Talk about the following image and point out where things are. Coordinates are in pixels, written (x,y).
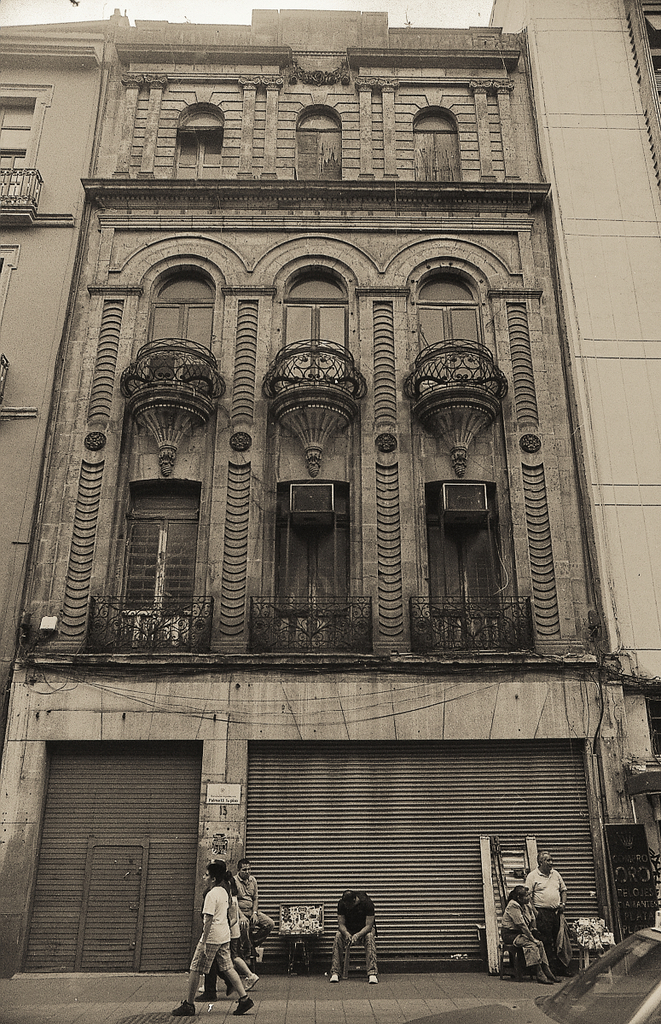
In this image we can see a building (369,420), persons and other objects (210,614). At the top of the image (18,14) there is the sky (176,21). At the bottom of the image (150,977) there is the floor (112,1006). On the right side (579,975) bottom of the image (562,1003) it looks like a vehicle (608,956).
